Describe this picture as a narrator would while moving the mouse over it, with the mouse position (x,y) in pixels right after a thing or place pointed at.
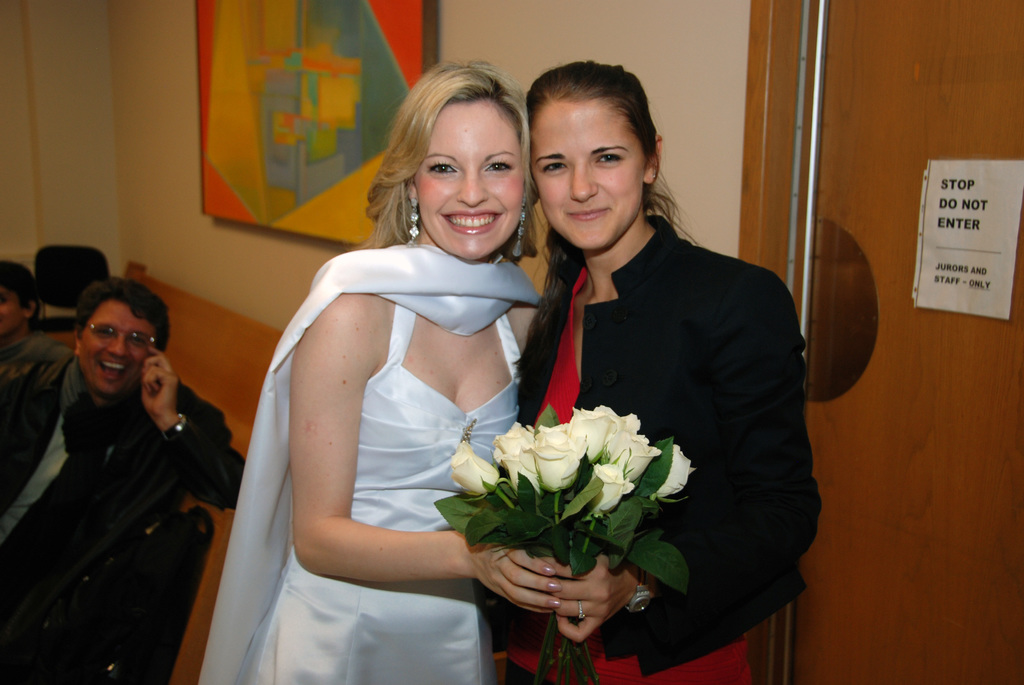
In the center of this picture (552,354) we can see the two women (515,392) smiling, holding a bouquet (555,535) and standing. On the left (66,407) we can see a person (113,457) sitting on the chair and seems to be talking on a mobile phone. In the background (682,47) we can see the wall (680,49), chair (93,278), picture frame (305,18) hanging on the wall (122,241) and we can see a person (20,287) and a paper (971,190) attached to the wooden door (878,106) and we can see the text (981,205) on the paper (971,184).
